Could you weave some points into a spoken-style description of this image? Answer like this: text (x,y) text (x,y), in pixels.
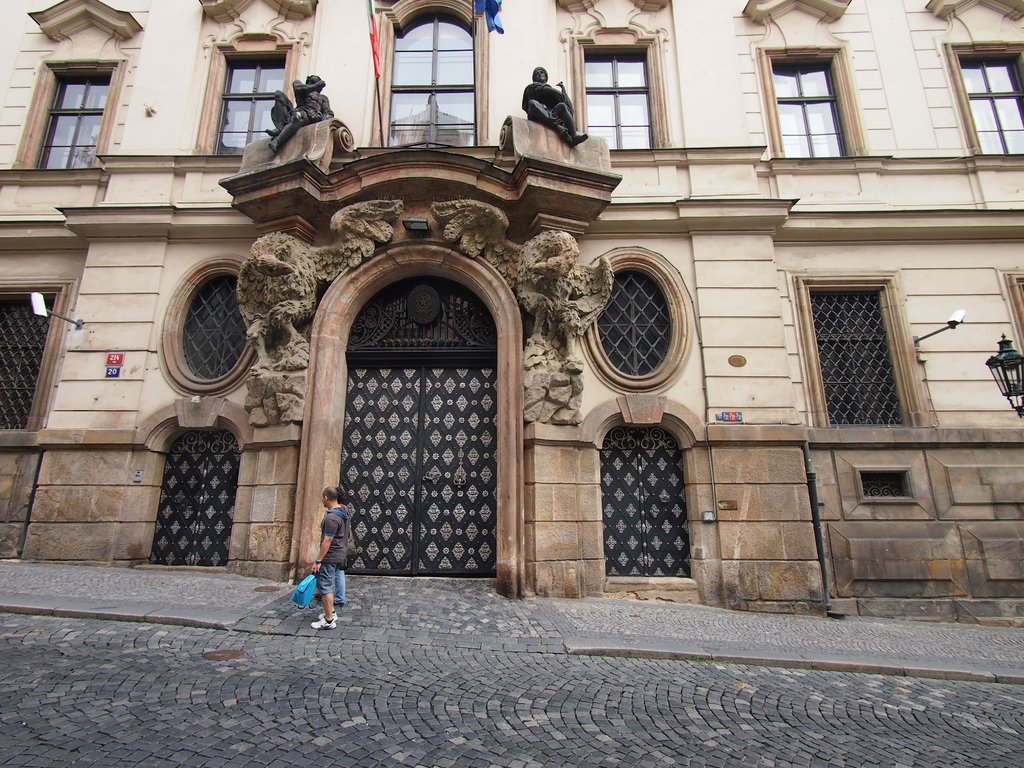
In this image we can see the building (813,315) with the windows (801,120) and also the doors (418,492). We can also see the light (1003,350), flags (376,18), sculptures (531,106) and also the people (330,493) on the path (343,652).
